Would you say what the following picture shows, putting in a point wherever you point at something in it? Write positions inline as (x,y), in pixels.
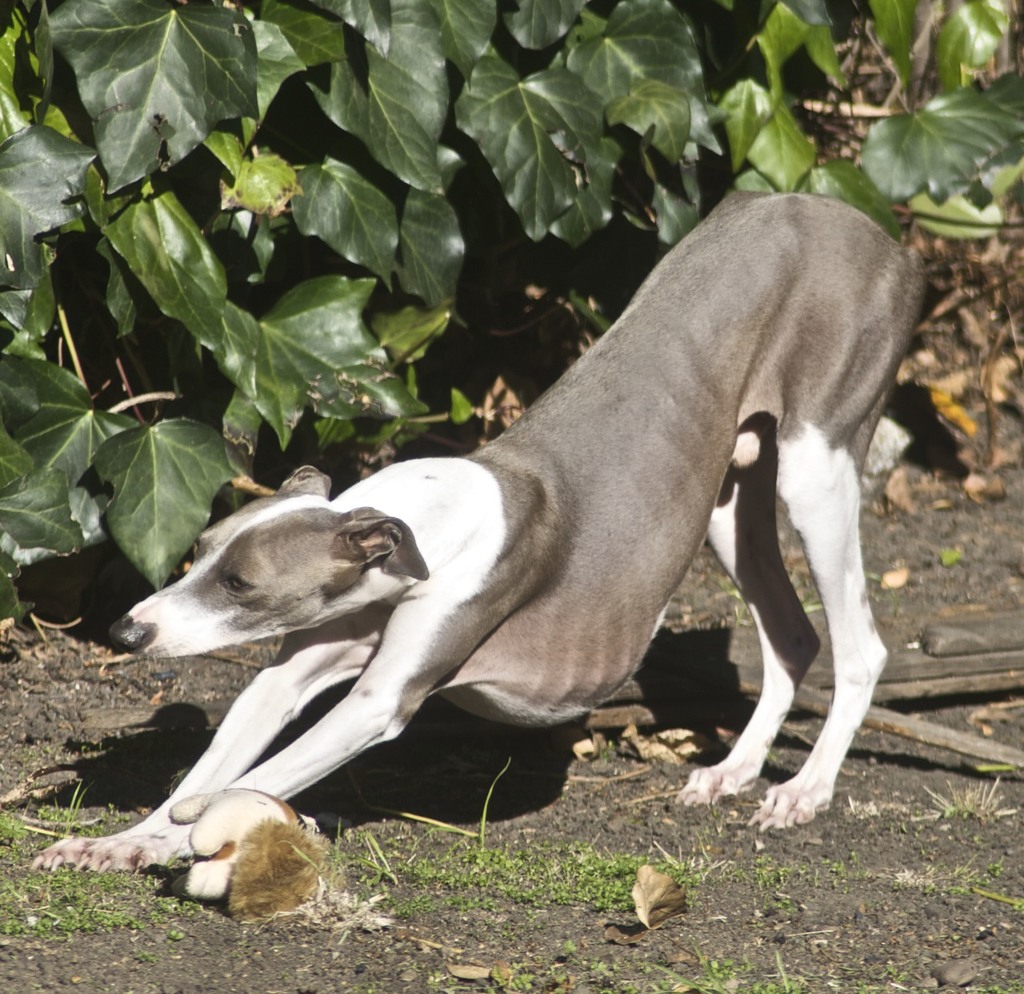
In this picture we can see a dog (491,603), beside to the dog (529,649) we can find few plants (448,202).
